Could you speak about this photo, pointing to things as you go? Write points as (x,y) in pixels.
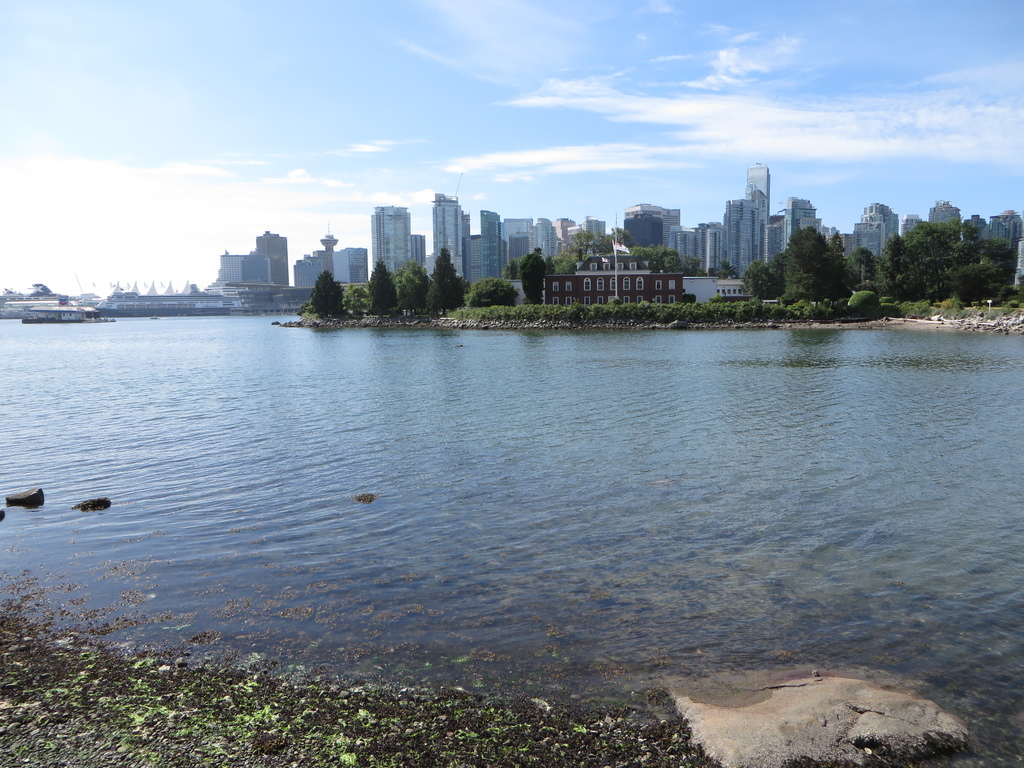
This picture is clicked outside the city (499,265). In the foreground (110,545) we can see the water body (432,554). In the center (440,257) we can see the building (609,272), towers (943,212), skyscrapers (472,249), trees (999,262), flag (625,250), plants (655,303), grass (955,308), ships (138,315) in the water body (272,374) and some other objects (33,313). In the background (189,48) there is a sky (115,67).
